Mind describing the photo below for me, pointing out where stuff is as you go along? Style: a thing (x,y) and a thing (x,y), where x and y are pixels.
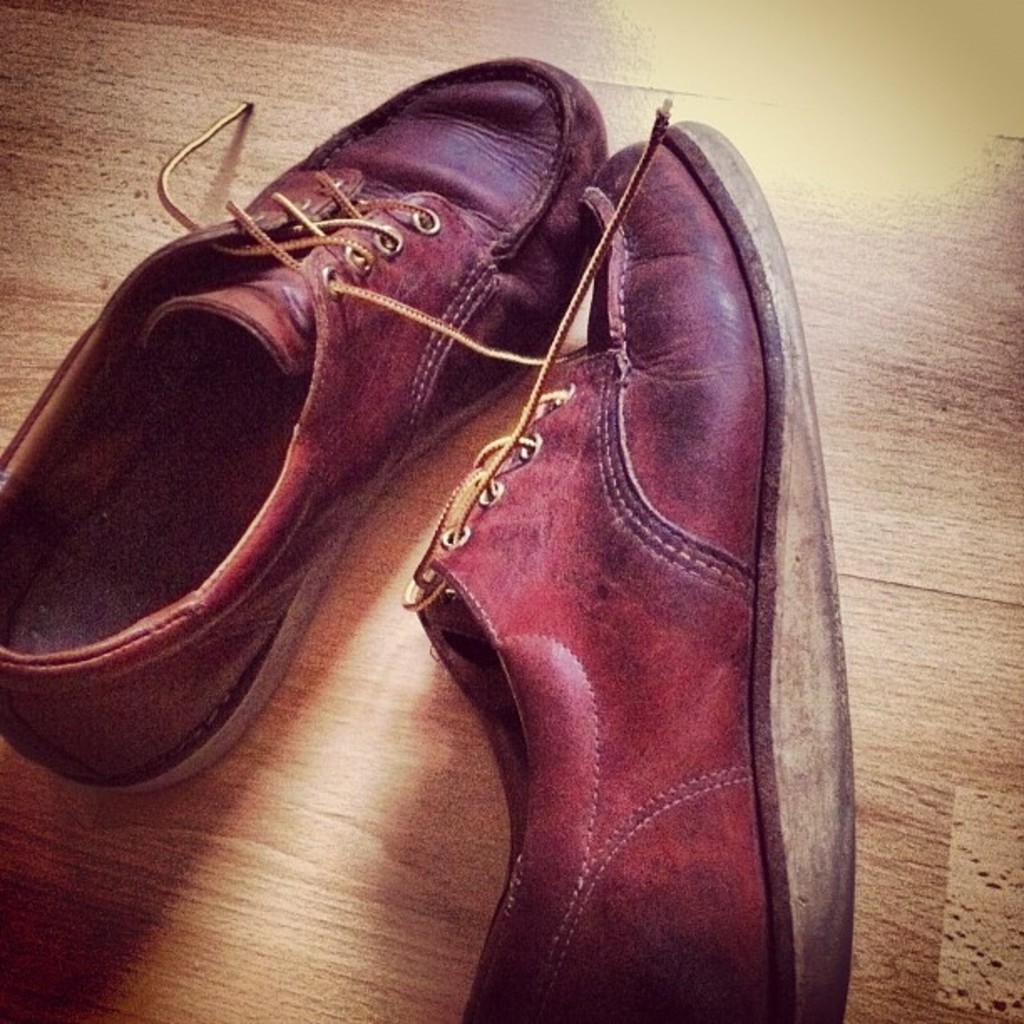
In this image I can see two shoes (403,413) which are in brown color. They are on the brown surface (302,801).
